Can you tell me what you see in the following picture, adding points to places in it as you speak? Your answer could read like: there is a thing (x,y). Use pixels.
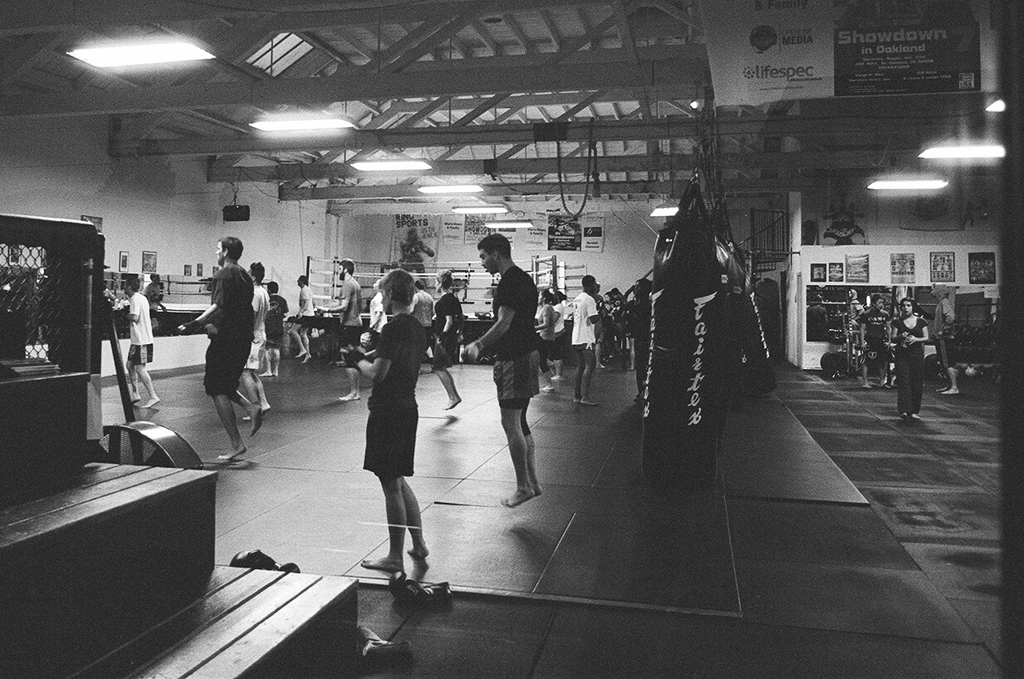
In this image we can see many people (537,354). Also there are exercise objects (765,335). On the ceiling (323,49) there are lights (918,184). Also there are boards (855,84) with text (787,88). In the back (565,231) we can see posters (558,216) on the wall (624,274). And this is a black and white image.
